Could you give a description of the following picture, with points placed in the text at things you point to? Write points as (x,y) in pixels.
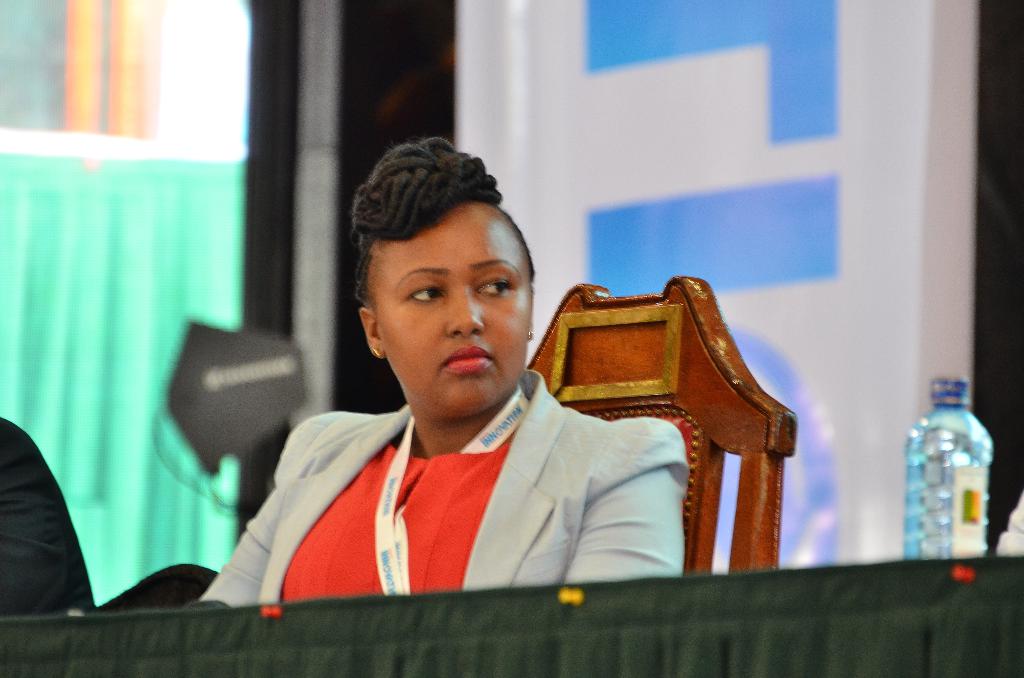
In the image we can see there is a woman (418,409) who is sitting on chair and on table (812,582) there is a water bottle (970,526).
